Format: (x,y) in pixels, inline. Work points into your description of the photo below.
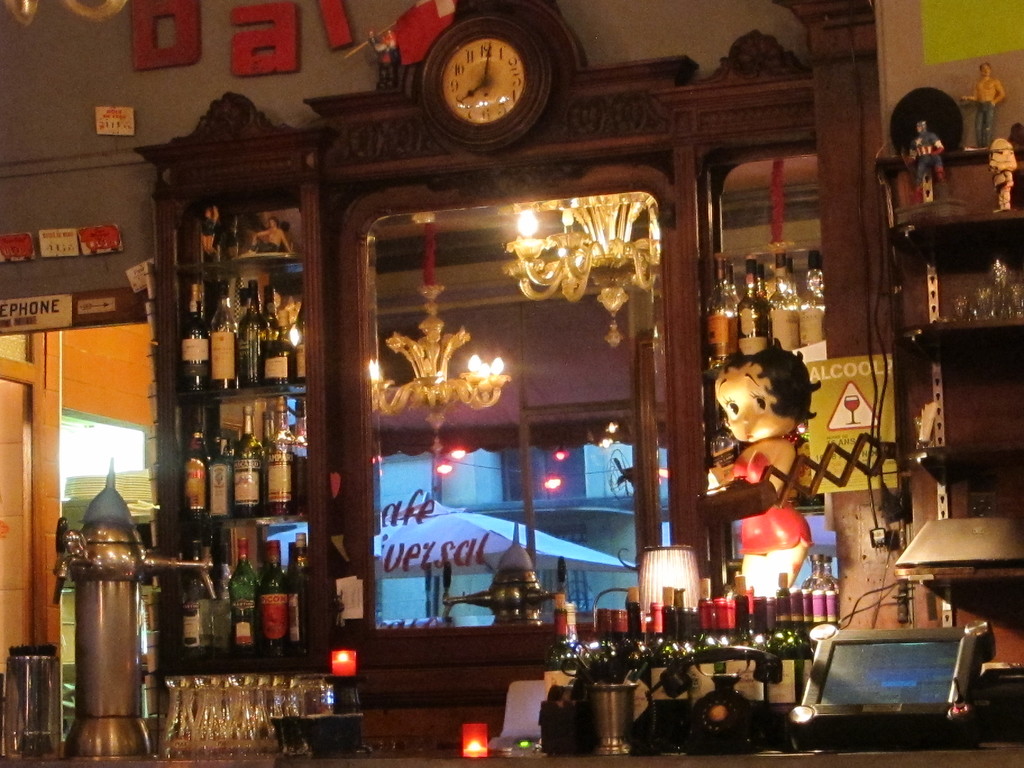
In this image there are bottles of alcohol (235,471) on the shelves (256,392), on the top of the shelves (211,407) there is a clock (529,81), in front of the shelves (169,662) there is a beer dispenser machine (124,625) and glasses (191,678) and there is an electronic device (825,645) on the counter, beside the counter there are a few objects (929,104) and toys (979,136) on the shelves (973,152).
